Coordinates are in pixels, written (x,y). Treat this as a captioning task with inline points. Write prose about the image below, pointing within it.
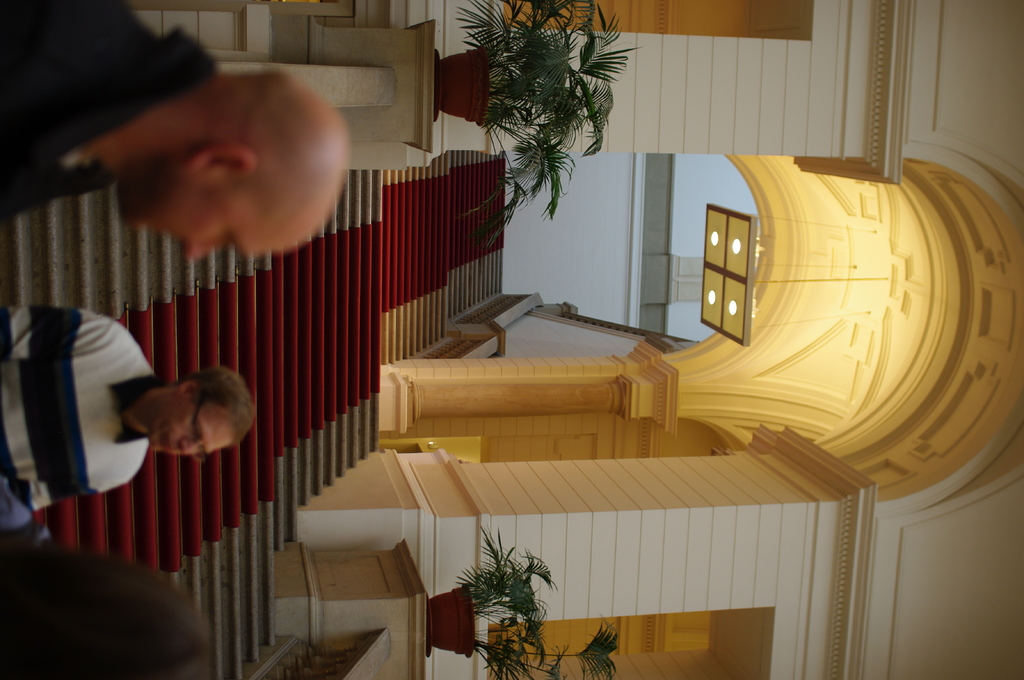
In this image, there are a few people (138,586). We can see some stairs (464,297) and plants (523,627) in pots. We can see the railing (362,643) and an arch (822,285). We can also see an object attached to the roof (787,326). We can also see the wall (913,144).
